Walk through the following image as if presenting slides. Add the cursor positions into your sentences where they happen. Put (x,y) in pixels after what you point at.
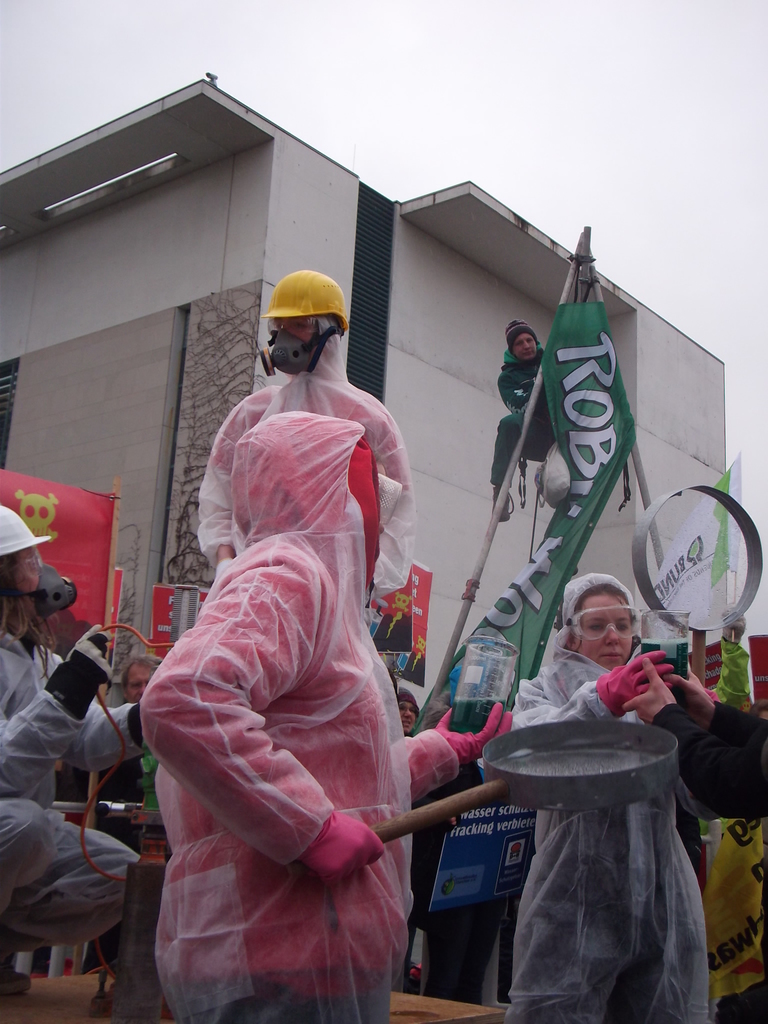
In this image I can see few persons (288,823) wearing plastic covers (280,705) are standing and holding few objects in their hands (488,732). In the background (286,240) I can see a building (413,374), few red colored banners (78,515), a green colored banner (602,385), few poles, a person (519,379) on the pole (523,431), a white colored flag (682,546) and the sky (565,77).
